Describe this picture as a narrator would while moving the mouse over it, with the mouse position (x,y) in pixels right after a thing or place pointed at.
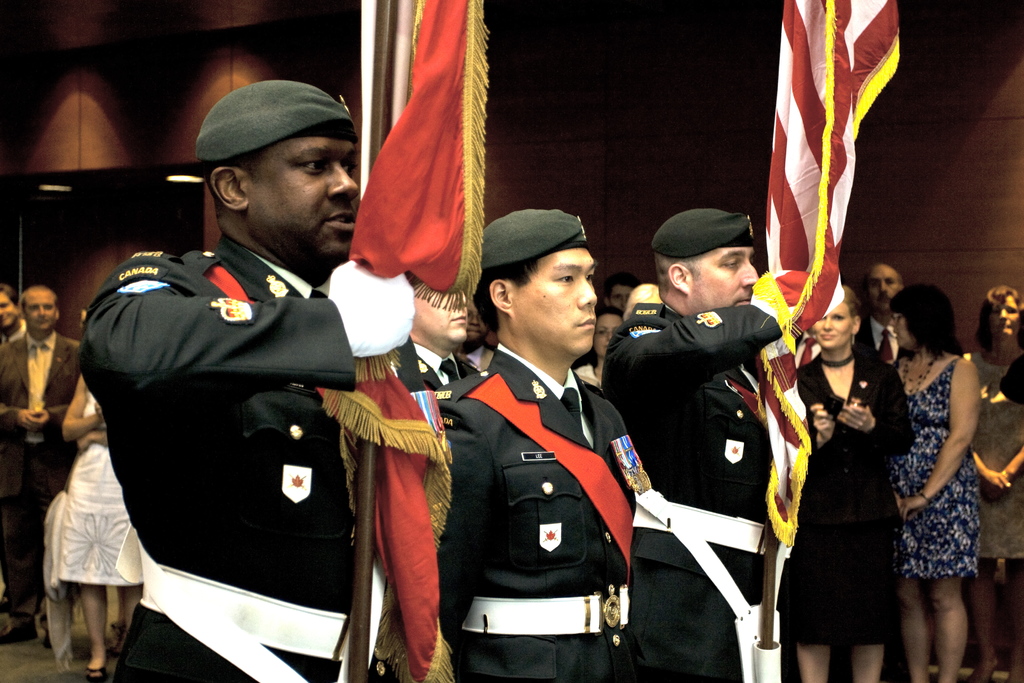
In this image, in the middle (590,441), we can see three people (209,635) are standing. Of the three people (714,468), two people (742,395) are holding a flag (770,303) in their hand (770,303). In the background (5,463), we can see a group of people (962,381), door (98,222).
